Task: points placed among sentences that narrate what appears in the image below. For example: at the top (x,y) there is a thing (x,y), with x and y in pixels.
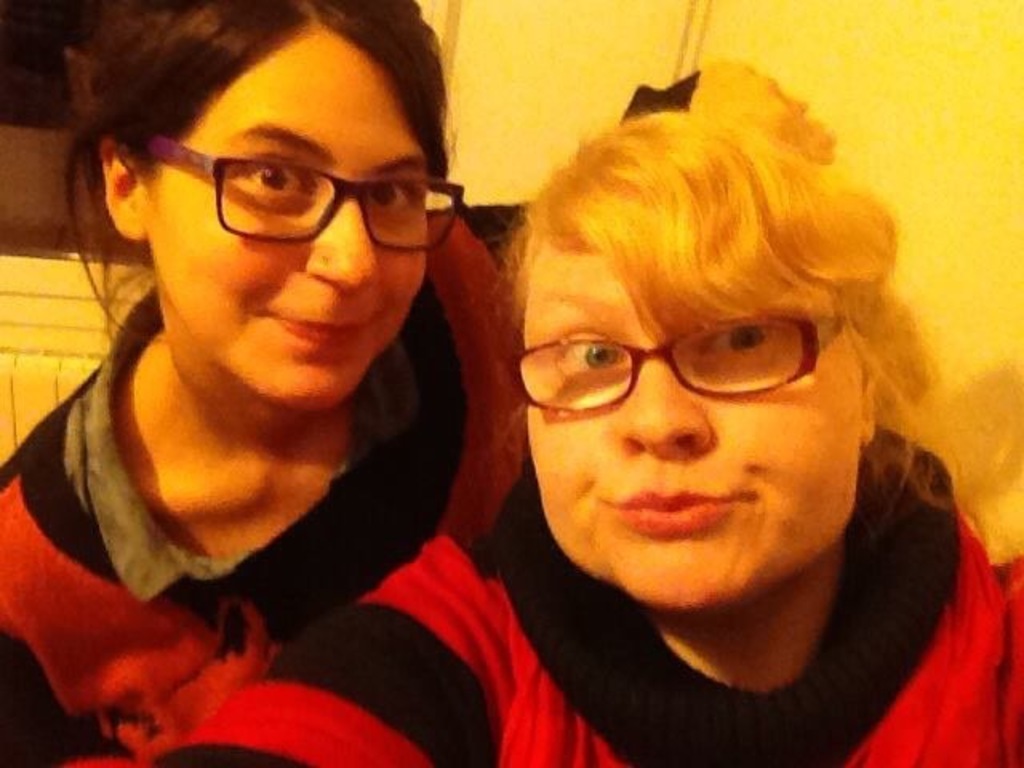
In the center of the image (563,447) there are two ladies (701,714) wearing spectacles (190,169). In the background of the image (763,21) there is wall (517,147).
